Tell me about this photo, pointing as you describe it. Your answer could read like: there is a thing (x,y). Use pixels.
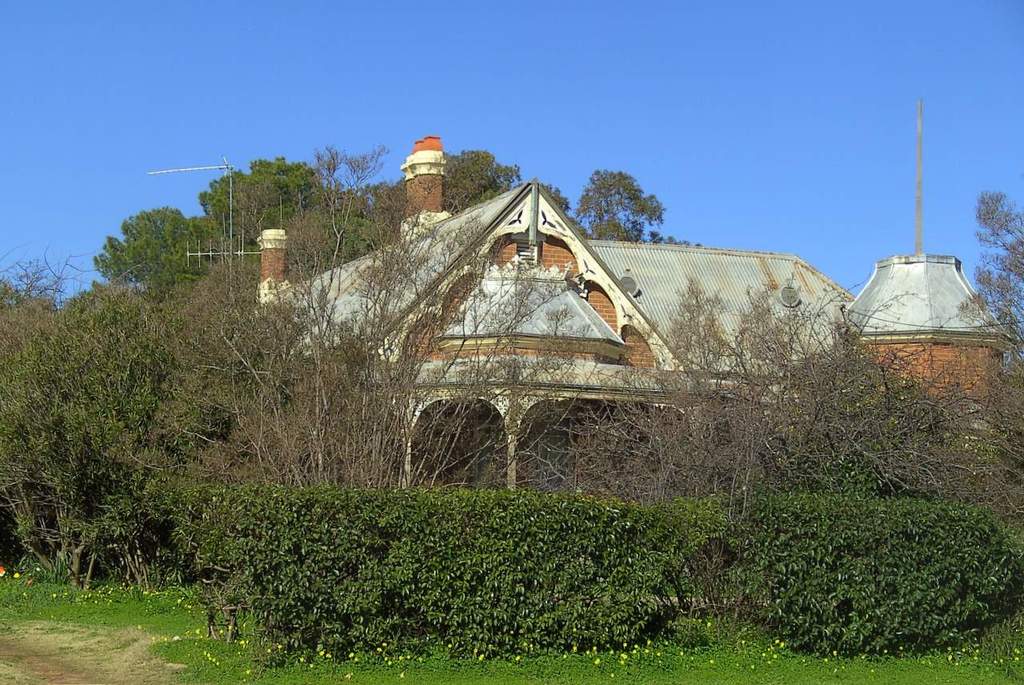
In this picture we observe a old house (545,338) and there are trees (705,350) around the house (493,401).
